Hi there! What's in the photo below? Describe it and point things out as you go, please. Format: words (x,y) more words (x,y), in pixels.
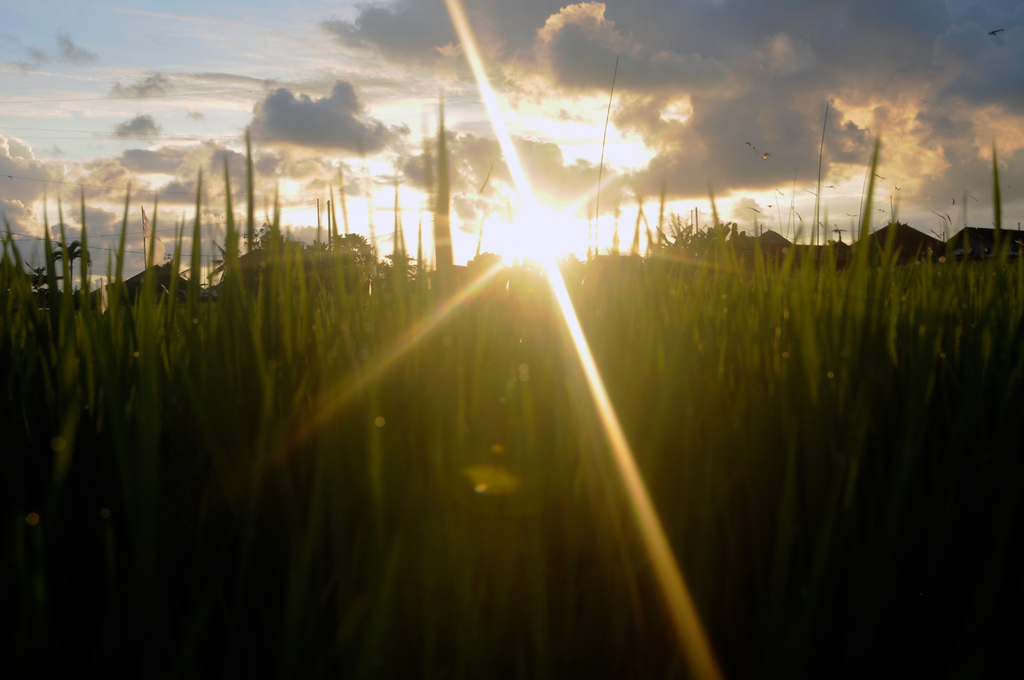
In this image we can see some grass (675,414). On the backside (538,203) we can see some houses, wires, the sun (528,211) and the sky (518,170) which looks cloudy.
